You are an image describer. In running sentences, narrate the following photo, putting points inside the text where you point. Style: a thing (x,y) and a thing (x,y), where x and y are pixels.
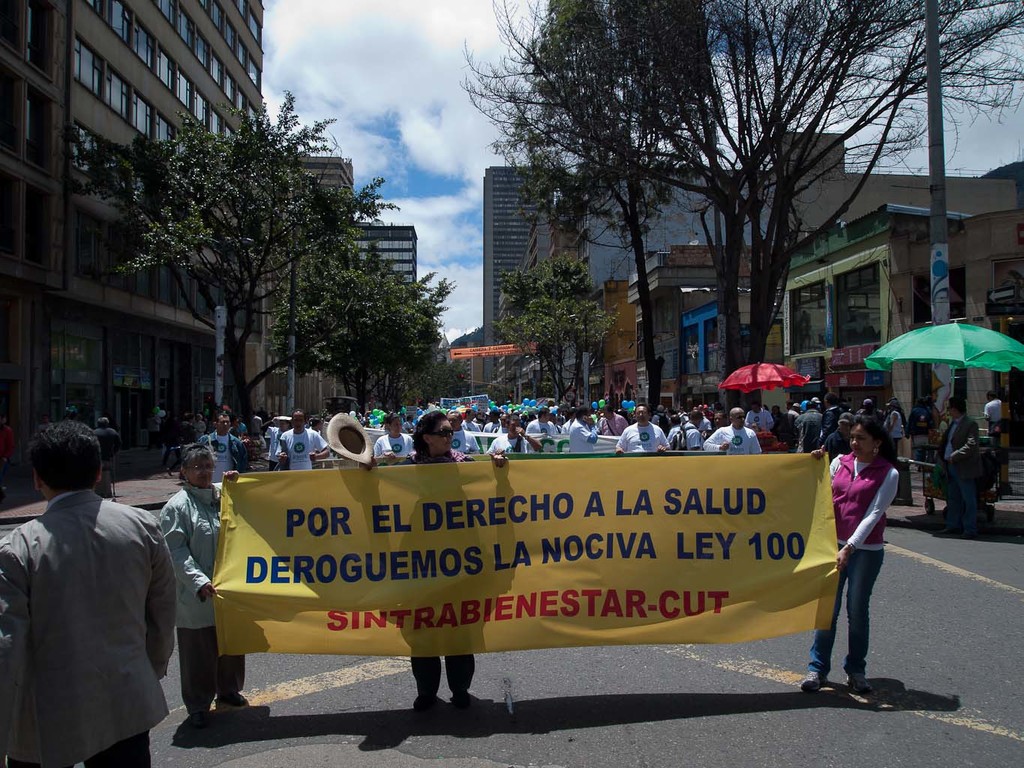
In this image we can see three women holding a banner (621,554) on the road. We can also see a crowd (526,436) back to them. We can also see some buildings (125,291) with windows (136,284), trees (297,303), pole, banner (471,355), umbrellas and the sky (444,143) which looks cloudy.
